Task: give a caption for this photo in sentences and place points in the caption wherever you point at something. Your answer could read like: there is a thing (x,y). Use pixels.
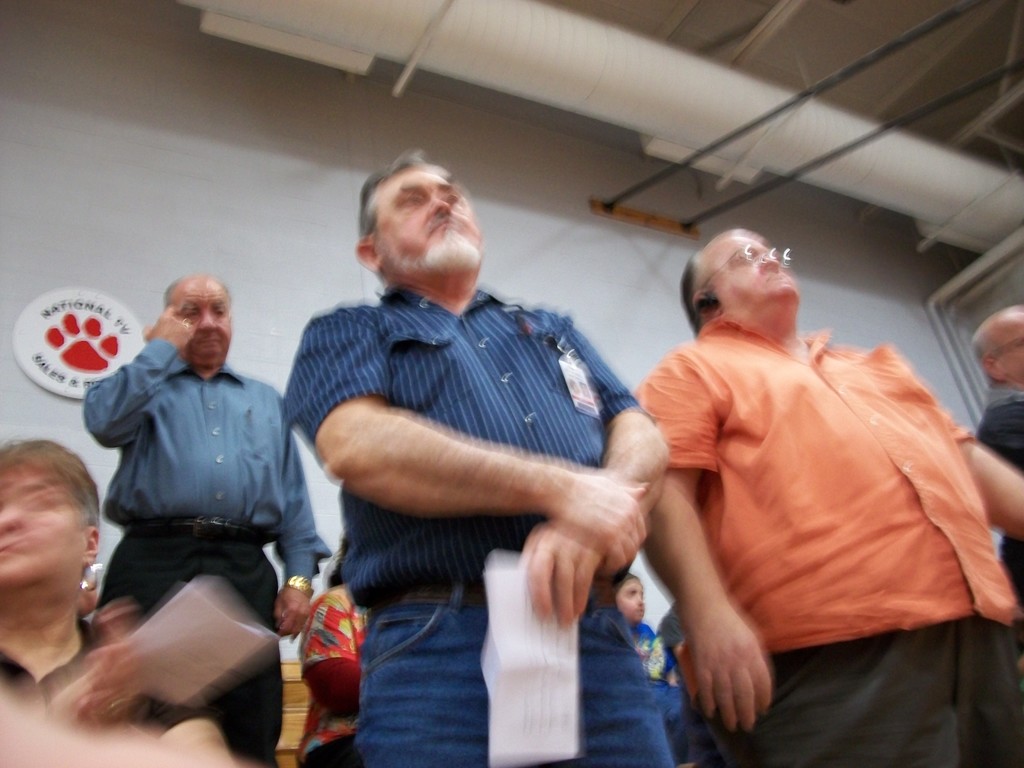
In this picture we can see a group of people (388,477) standing and behind the people (524,438) there is a wall (562,214) and at the top (578,25) there are some items (647,47).
